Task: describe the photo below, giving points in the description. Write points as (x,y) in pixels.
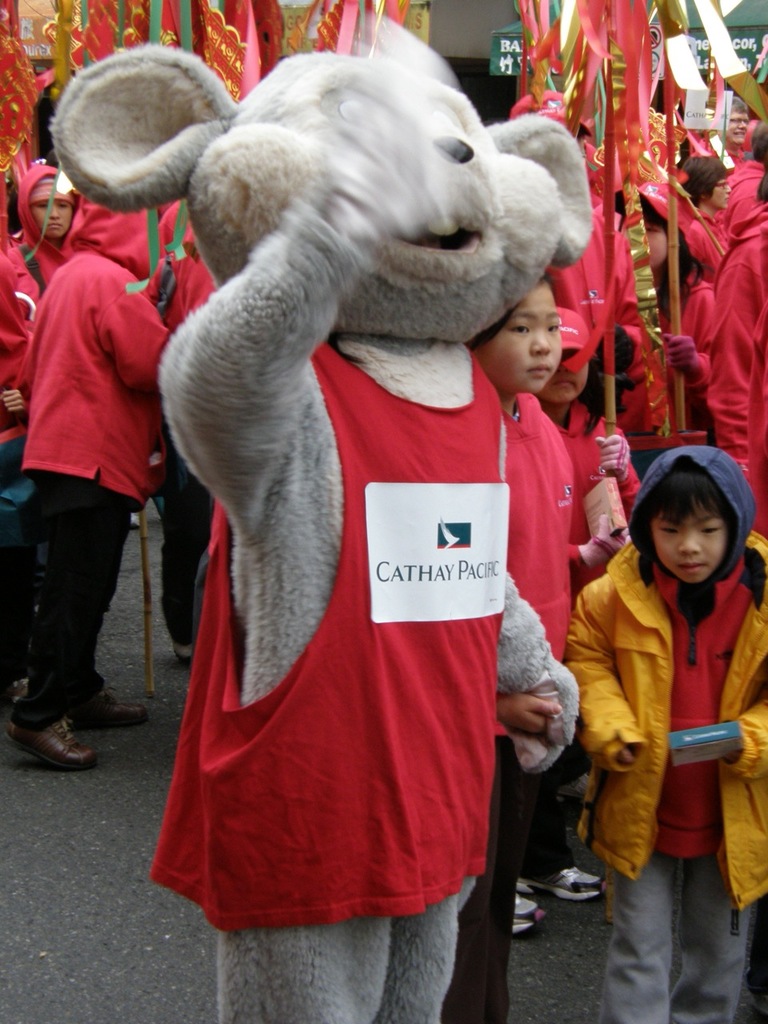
In this image we can see a person (342,625) wearing a costume (349,323). There are many people (537,360). Some are holding sticks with decorative things (600,88). On the costume (481,537) of the person (492,528) there is something written. Child (626,639) on the right side (689,729) is holding something in the hand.
